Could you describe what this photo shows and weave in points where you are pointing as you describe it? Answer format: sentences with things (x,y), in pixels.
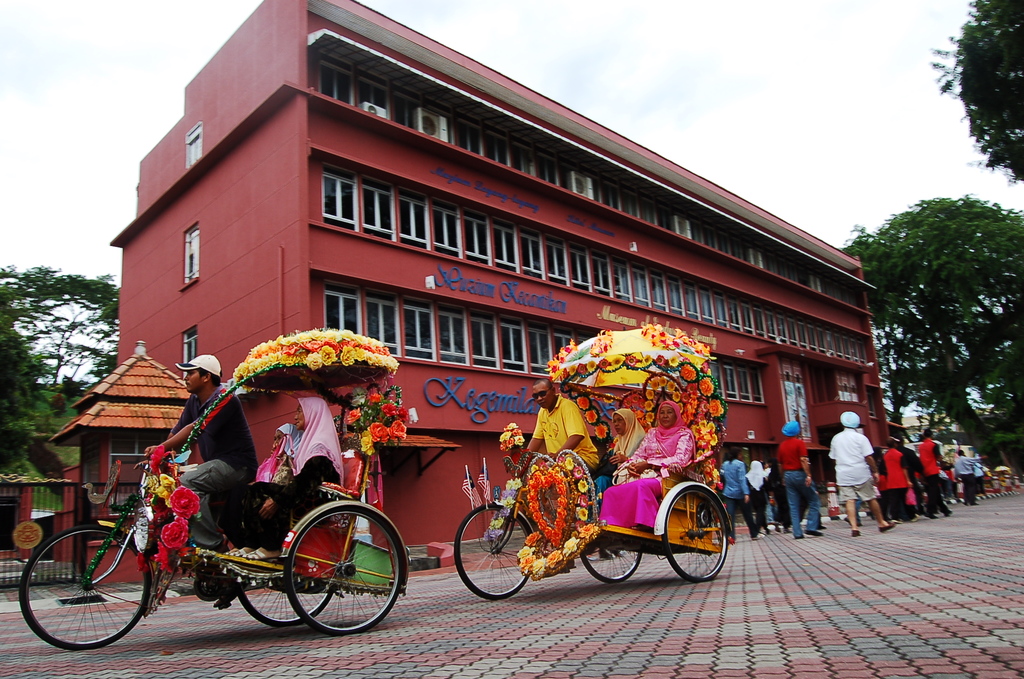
In this image I can see few people (326,432) sitting in the bi-cycle (309,535), the right I can see few other people (813,524) walking. In the background (507,229) I can see building (360,261) in brown color, trees (928,207) in green color, sky (859,129) in white color.
